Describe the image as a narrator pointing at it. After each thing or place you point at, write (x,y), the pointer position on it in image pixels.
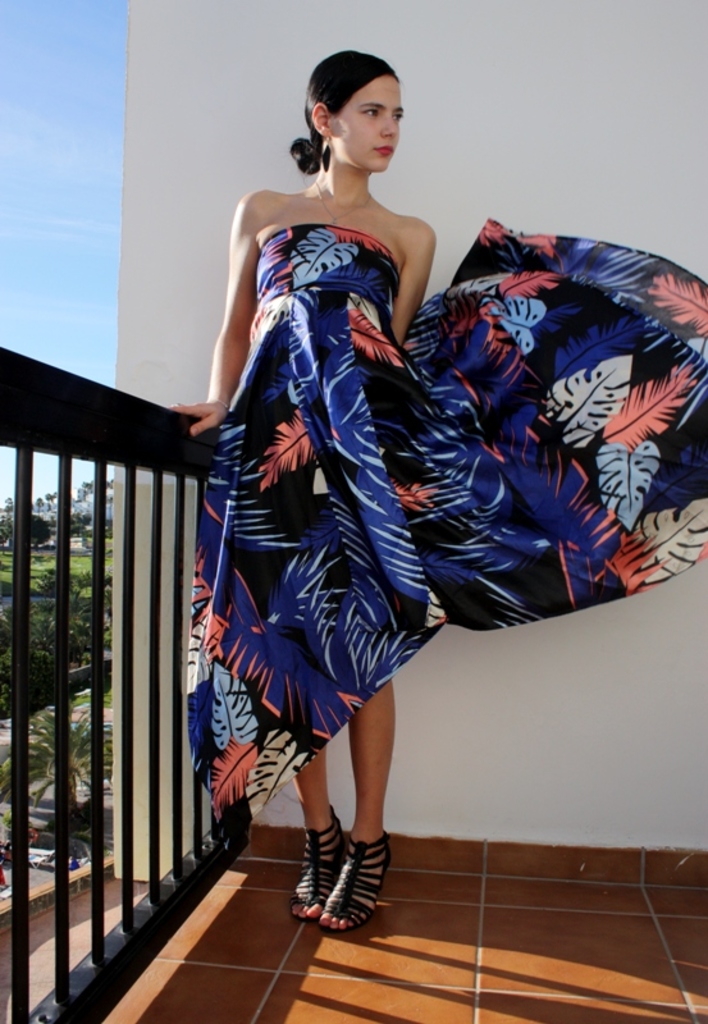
In the foreground of this image (351,496), there is a woman (330,584) wearing frock (323,588) is standing near a railing (158,676). Behind her, there is a wall (239,77). In the background (87,517), there are trees (71,703), road (35,812), buildings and the sky (58,227).
